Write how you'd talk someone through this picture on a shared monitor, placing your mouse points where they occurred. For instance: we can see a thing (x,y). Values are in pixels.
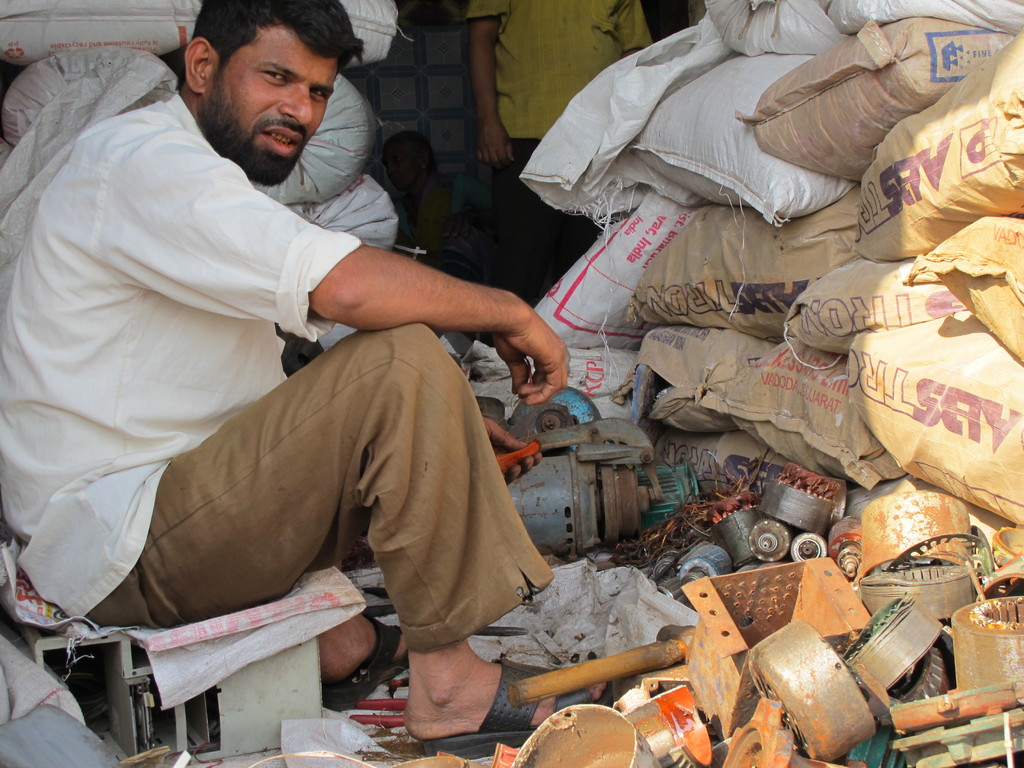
In this image I can see a man (220,487) is sitting. Here I can see he is wearing white shirt (131,379), brown pant (315,546) and black slippers (490,752). I can also see number of bags (628,261), trash (665,574) and on these bags (872,185) I can see something is written. I can also see two people (642,38) in background (461,185).
